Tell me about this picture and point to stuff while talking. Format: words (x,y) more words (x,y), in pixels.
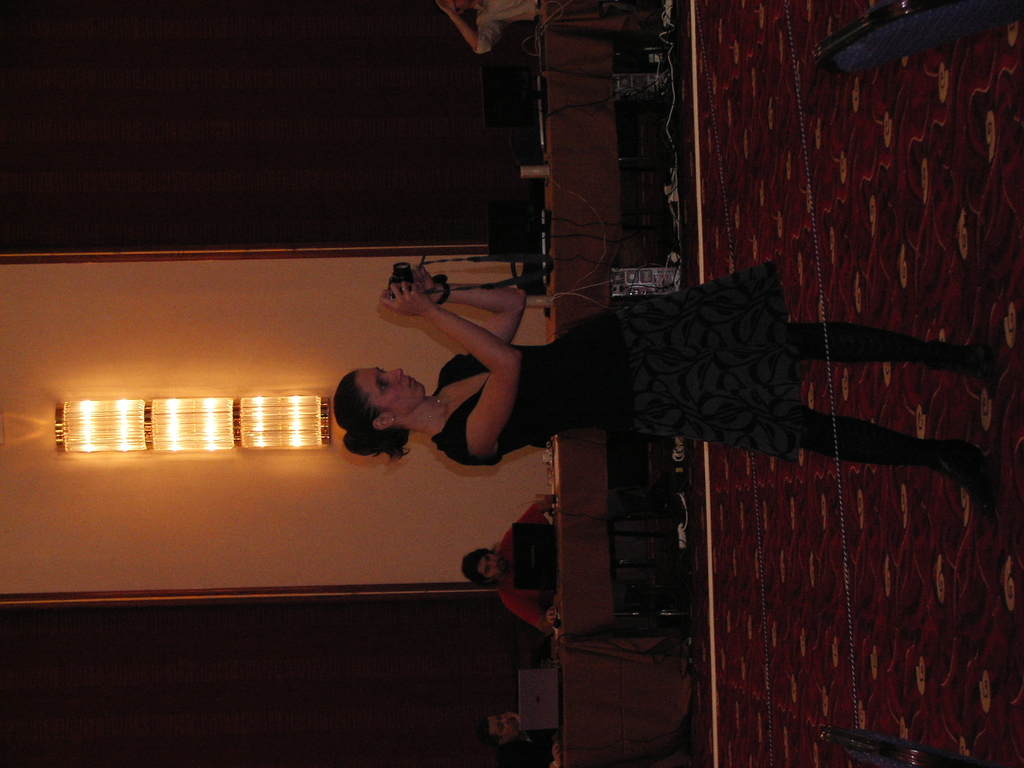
In this image we can see a few persons (538,605) sitting on the chairs (618,569), in front them there is a table (561,614), on the table (563,665), we can see some laptops (532,589) and other objects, there is a person (444,387) standing and holding a camera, in the background (205,425) we can see some lights (241,433).
